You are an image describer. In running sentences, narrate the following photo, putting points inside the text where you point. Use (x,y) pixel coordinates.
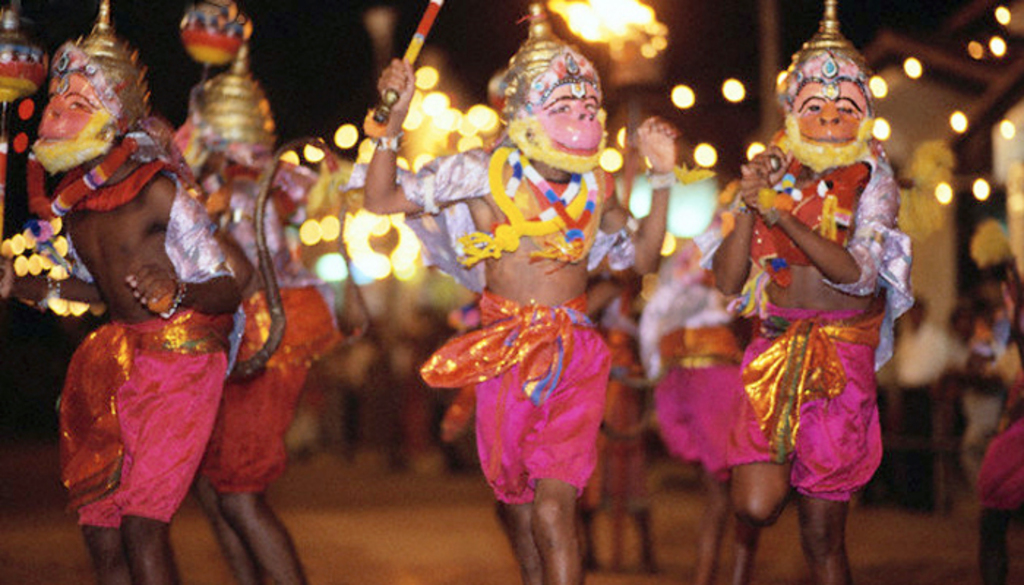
In the center of the image (548,312) we can see group of persons (632,311) performing on the road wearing a masks (75,90). In the background (932,393) we can see persons (646,340) and lights (914,71).
